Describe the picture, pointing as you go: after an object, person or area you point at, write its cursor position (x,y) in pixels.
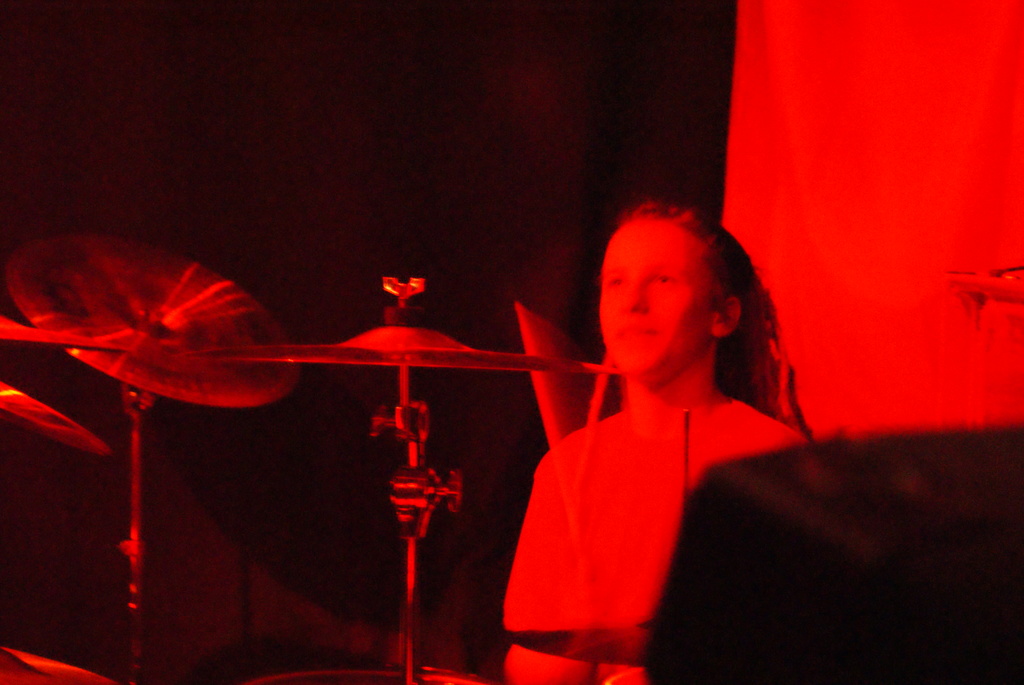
In this image we can see a person (621,453) is sitting, there are musical drums (531,365), the background (307,586) is dark.
